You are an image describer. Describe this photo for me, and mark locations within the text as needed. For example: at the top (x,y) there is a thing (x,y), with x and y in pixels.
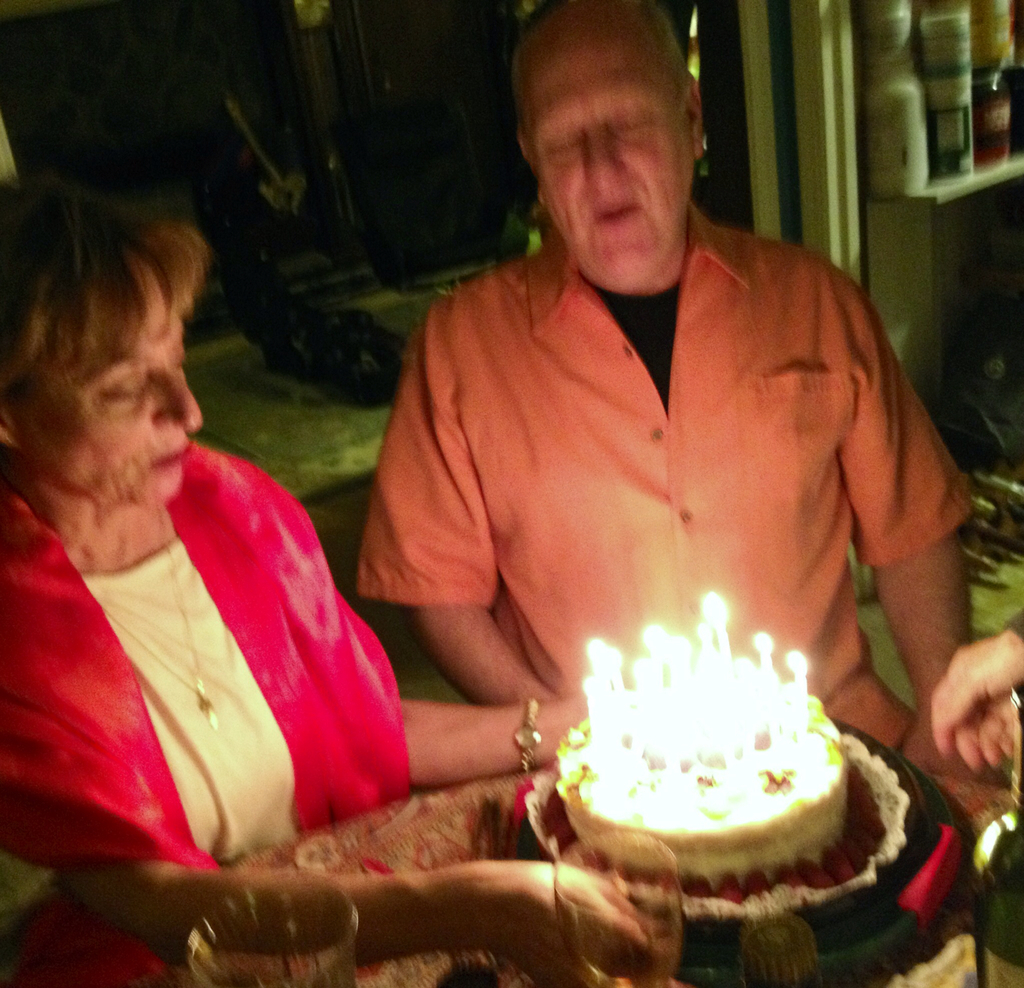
In this picture I can see a cake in front (644,725), on which there are few candles (627,706) and I see a woman (44,278) and a man (573,307) near to the cake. On the right top of this picture (928,135) I see few things (914,164) and on the bottom right of this picture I can see a hand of a person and I see that it is a bit dark in the background (303,180).
